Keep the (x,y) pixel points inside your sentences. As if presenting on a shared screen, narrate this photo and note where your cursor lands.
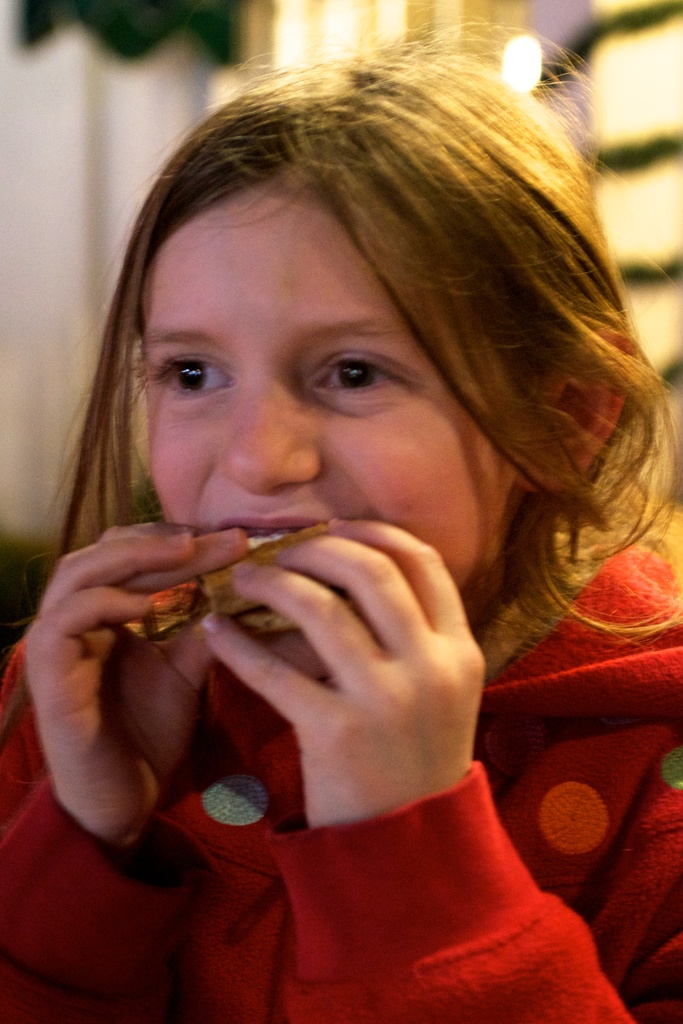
Background (37,18) portion of the picture is blurred. In this picture we can see a girl (657,606) having food (144,631).
